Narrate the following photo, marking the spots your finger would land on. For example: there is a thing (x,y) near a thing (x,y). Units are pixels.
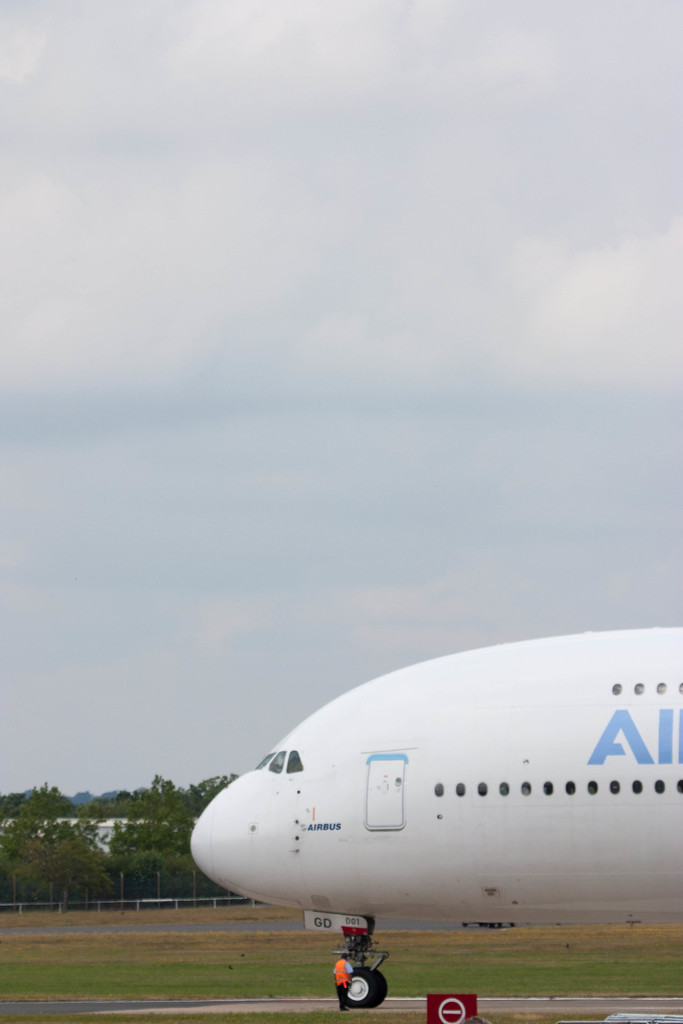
In this image I can see an aeroplane (382,782) and a person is standing. There is fence (98,910) and trees (179,823) at the back (44,853). There is sky (164,390) at the top (469,276).
